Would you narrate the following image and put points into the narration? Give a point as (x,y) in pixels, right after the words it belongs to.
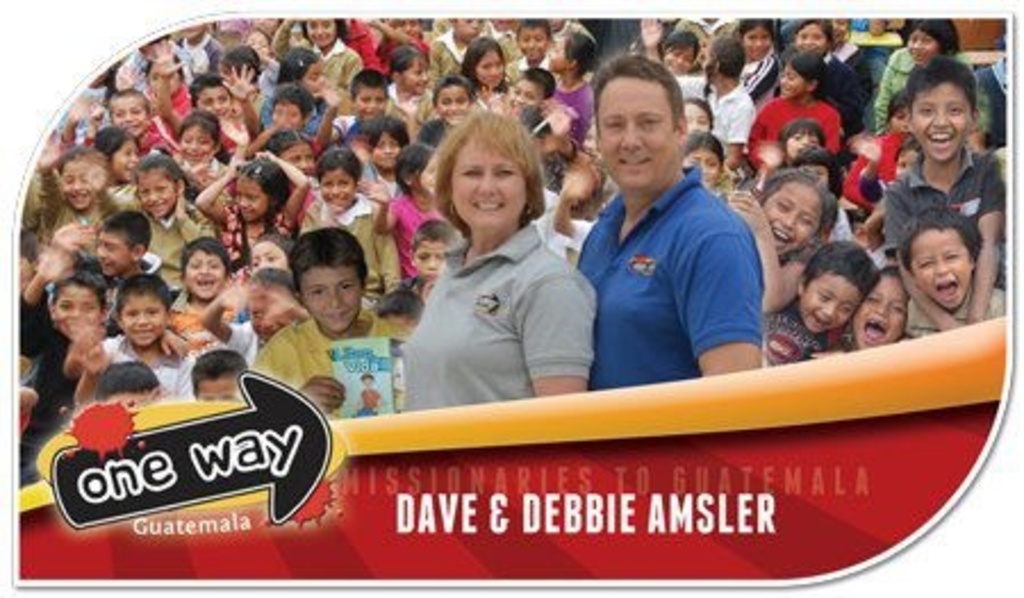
In the center of the image (575,279) we can see a poster (547,195). On the poster (520,190), we can see a few people (710,205) are smiling. Among them, we can see one person (379,331) is holding some object (390,346). And we can see some text (443,500) on the poster (536,422).
